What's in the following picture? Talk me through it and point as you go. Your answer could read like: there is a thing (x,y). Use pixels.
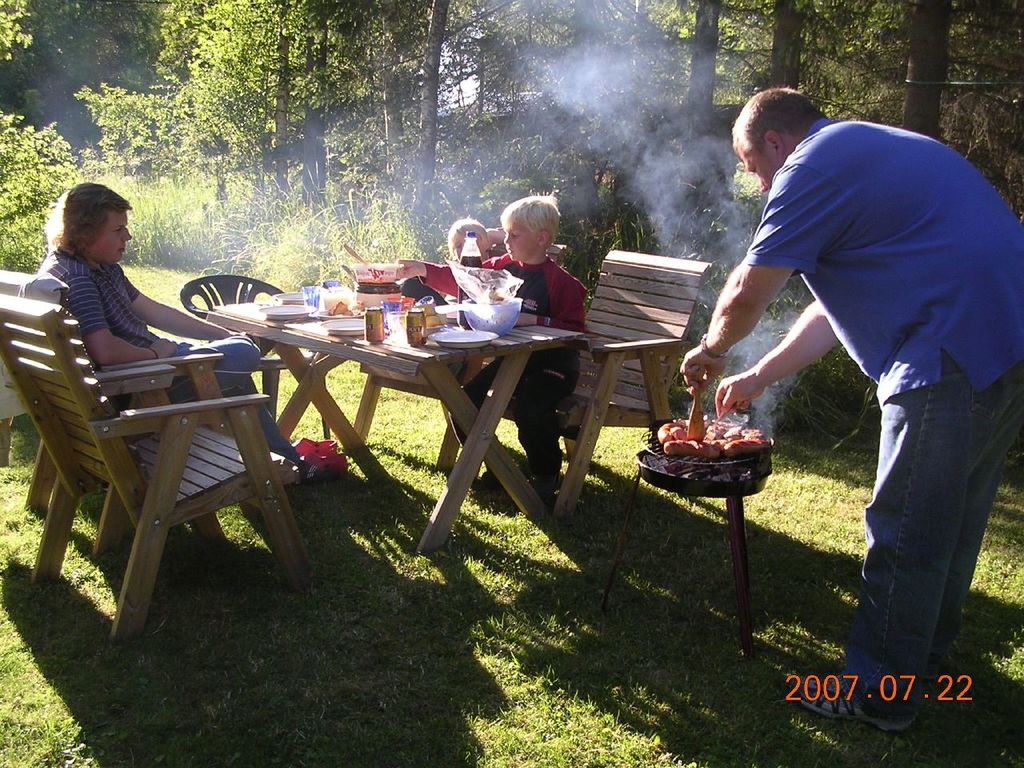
In this picture we can see four persons (546,263) where three are sitting on chair (625,327) and other is standing and roasting some food item (682,445) and in front of this three persons (446,280) there is table (519,331) and on table (395,327) we can see tin (381,315), plate (457,344), bowl (479,320), plastic cover (463,287), bottle (464,266) and in the background (286,100) we can see trees (347,119).
